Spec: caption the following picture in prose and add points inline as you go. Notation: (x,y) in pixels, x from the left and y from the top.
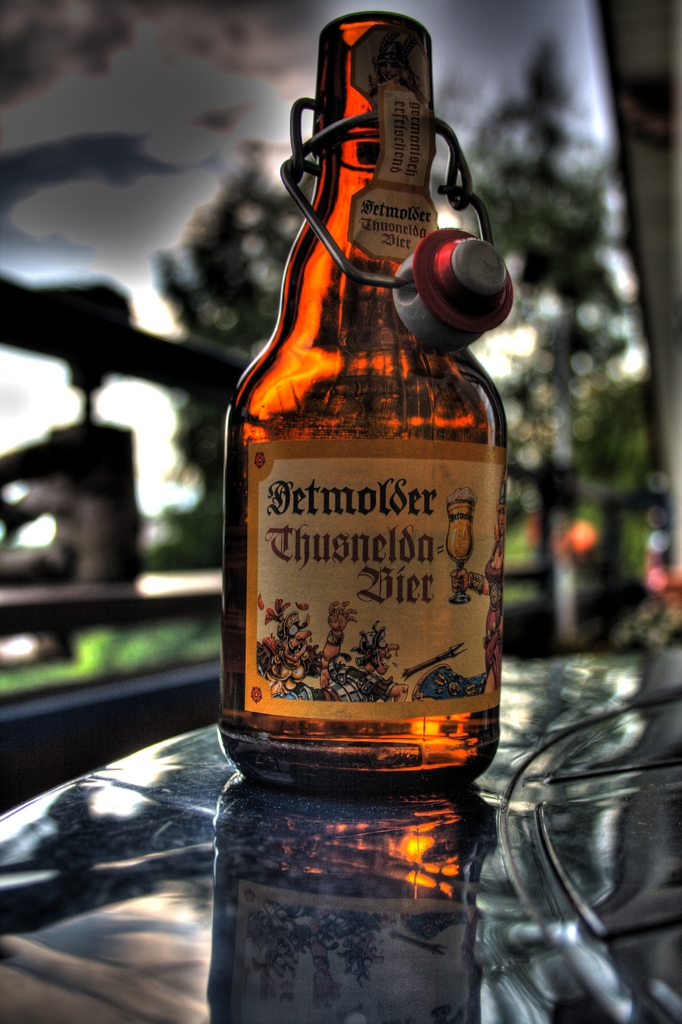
There is a beer bottle (363,201) with open cap (436,281) placed on a hood (357,956). There are trees (548,346) in the background (535,297). The sky (146,228) is covered with dark clouds (259,70). There is a fence (80,623) over here.
